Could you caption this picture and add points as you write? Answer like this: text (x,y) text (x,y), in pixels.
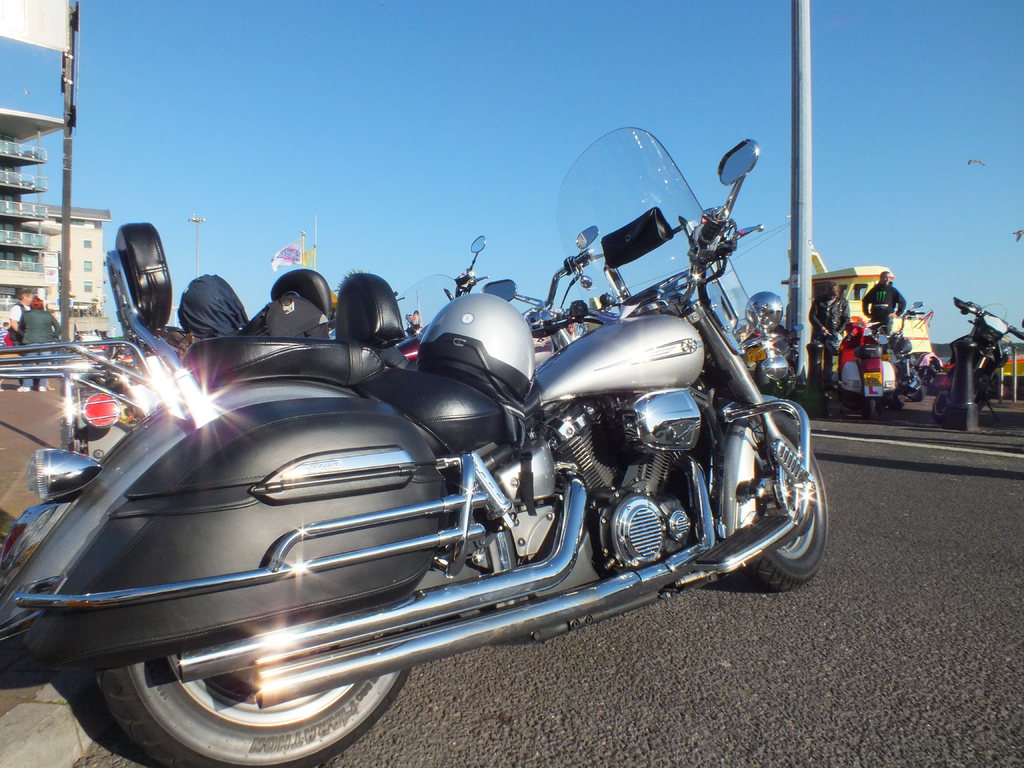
In this image we can see motorcycles (364,351). On that there is a helmet (515,342). On the left side (34,311) there are few people (25,299) standing. Also there are buildings (55,223) and there is a pole (65,243). On the right side (885,298) there are few people (836,301) and there is a pillar (792,235). In the background (330,120) there is sky (479,161).
